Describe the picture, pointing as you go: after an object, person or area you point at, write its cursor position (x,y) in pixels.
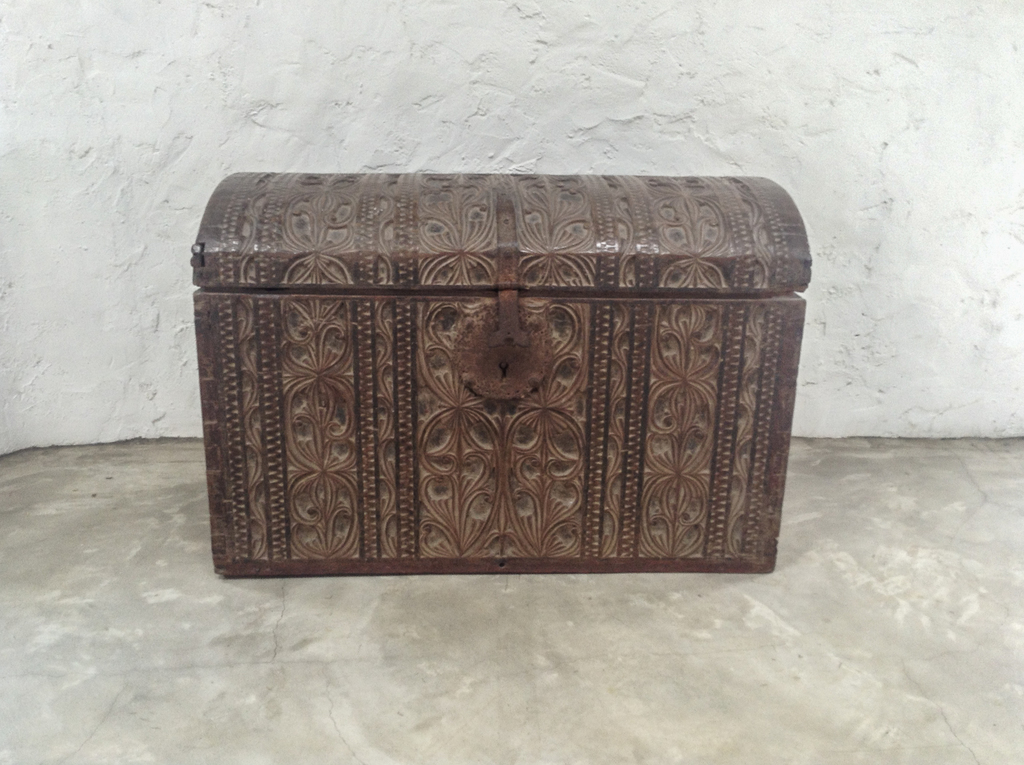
In the center of the image (588,390), we can see a trunk box (578,458) placed on the floor (486,680) and in the background (506,78), there is a wall (525,93).
